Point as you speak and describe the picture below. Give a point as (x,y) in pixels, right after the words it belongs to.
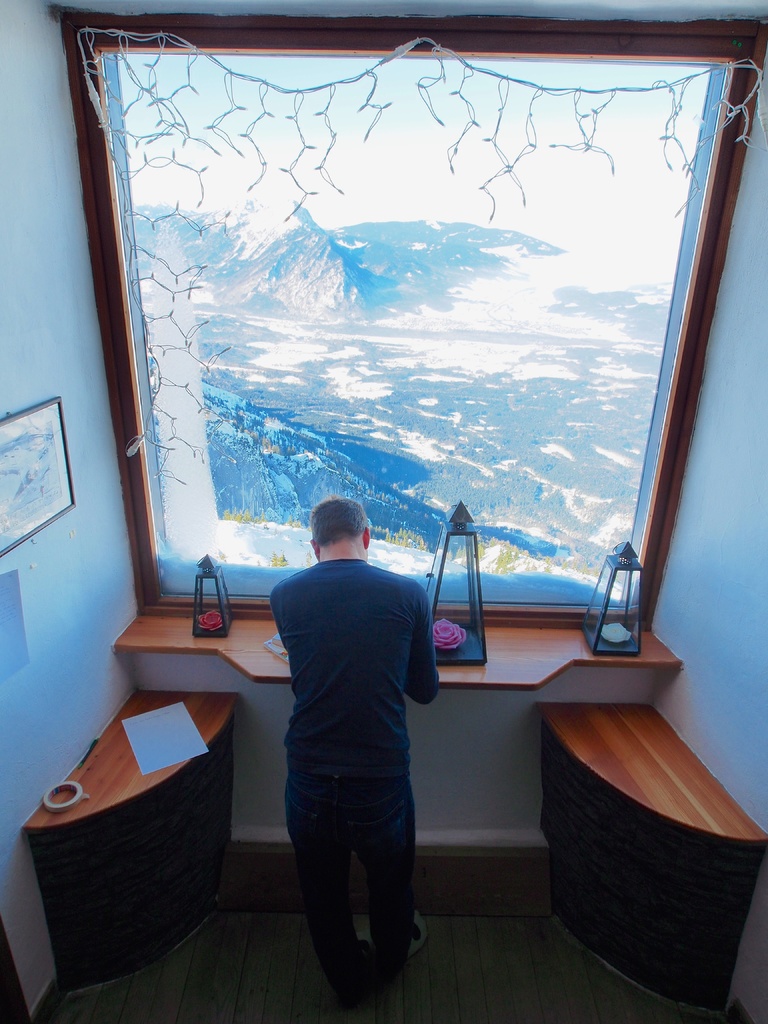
In this image there is a man (359,702) standing, at the background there is a paper (280,645) and a wall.
